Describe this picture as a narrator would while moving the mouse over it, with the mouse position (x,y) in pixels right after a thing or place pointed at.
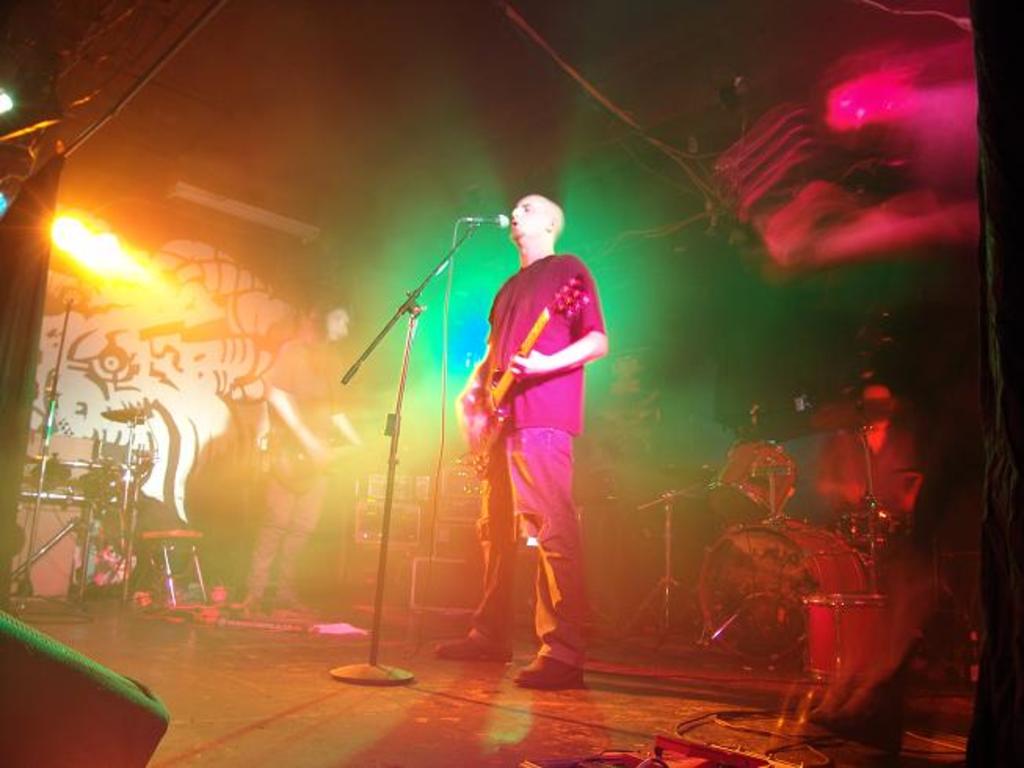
In this image, In the middle (503,454) there is a boy (518,302) standing and holding a music instrument (531,341) which is in yellow color, He is singing in the microphone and in the background (369,580) there are some music objects (771,599) and there are some lights (385,358) which are in green and yellow color.
